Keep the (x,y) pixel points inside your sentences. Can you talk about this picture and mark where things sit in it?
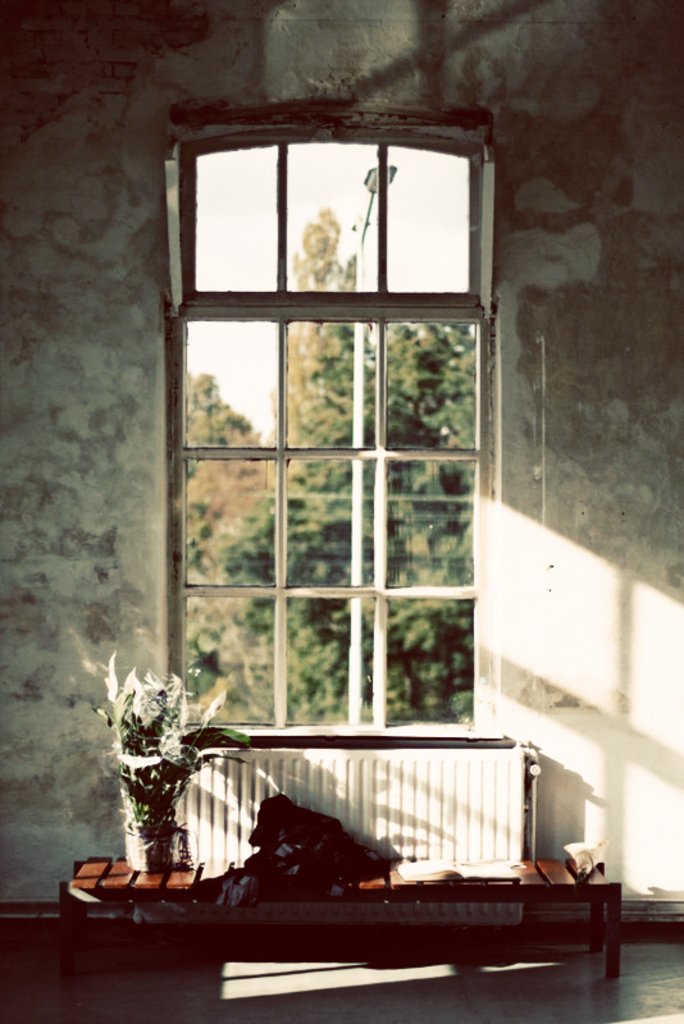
This is a picture taken in a room (147,393). In the foreground of the picture (156,754) there are bench (373,890), flower vase (158,796) and other objects (231,768). In the center of the picture (267,424) there is a window (313,445), outside the window (334,492) there are trees (372,430) and street light (356,522). In this picture there is a wall (550,43).
